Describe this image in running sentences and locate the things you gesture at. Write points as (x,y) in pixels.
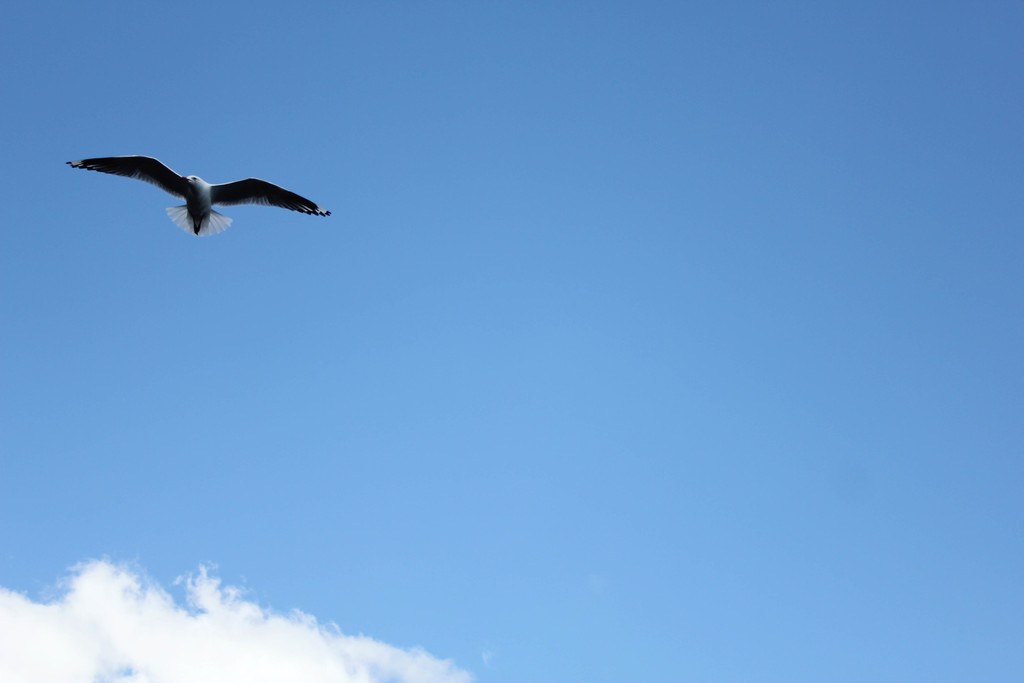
In this image we can see a bird (113,161) is flying in the air (360,365). In the background (392,317) there is sky (74,334) with clouds (6,666).
